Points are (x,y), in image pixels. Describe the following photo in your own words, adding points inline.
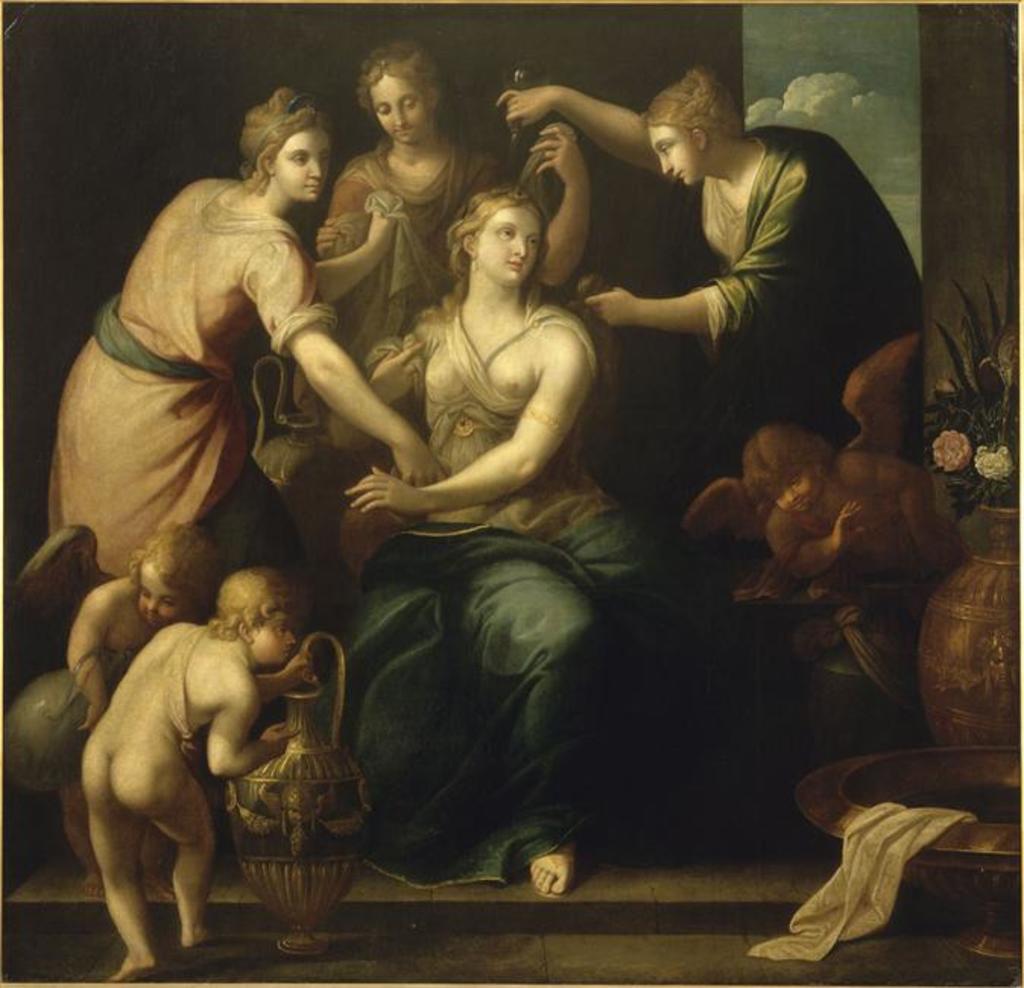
This image consists of a painting (405,759) in which there are many persons (231,573). At the bottom (235,663), there are kids (184,842). And there four women (774,321) in this image. On the right (1000,667), we can see a flower vase (962,740). At the bottom (493,930), there is a floor (391,907). In the background (875,20), we can see the clouds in the sky (888,86).
